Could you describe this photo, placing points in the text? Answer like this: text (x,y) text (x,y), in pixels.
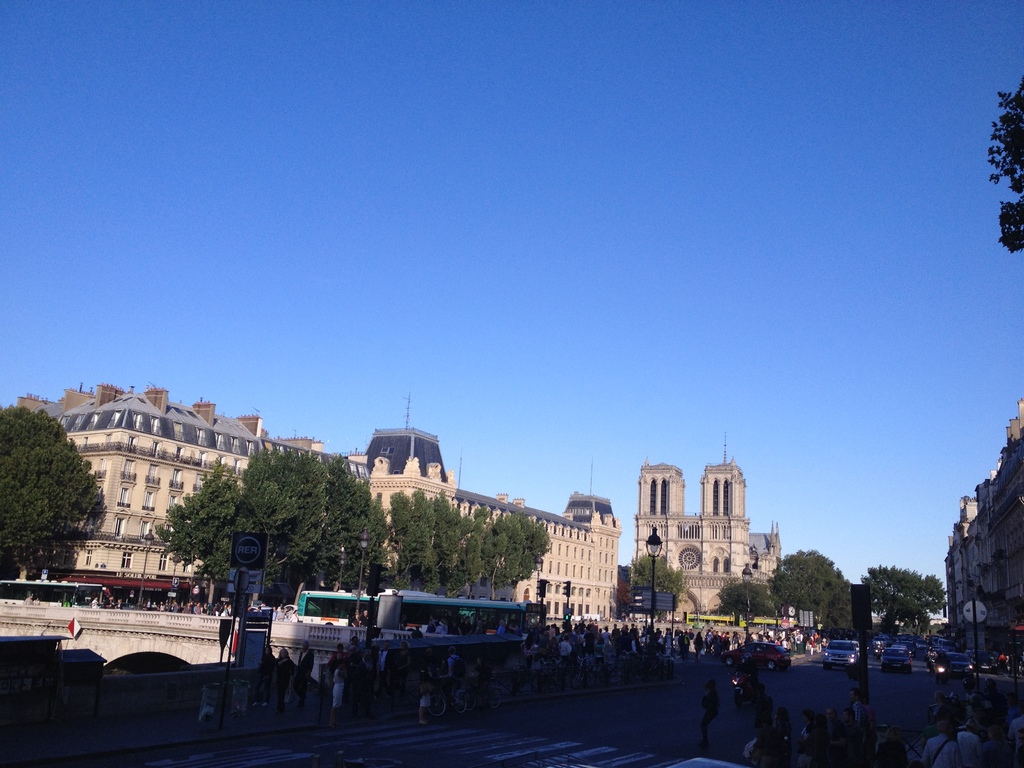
In this image we can see vehicles (845,657) on the road (482,711). On the sides of the road (499,710) there are many people (564,648). In the back (332,532) there are trees (813,581). Also there are light poles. In the background (390,469) there are buildings (464,502). And there is sky (522,171).
